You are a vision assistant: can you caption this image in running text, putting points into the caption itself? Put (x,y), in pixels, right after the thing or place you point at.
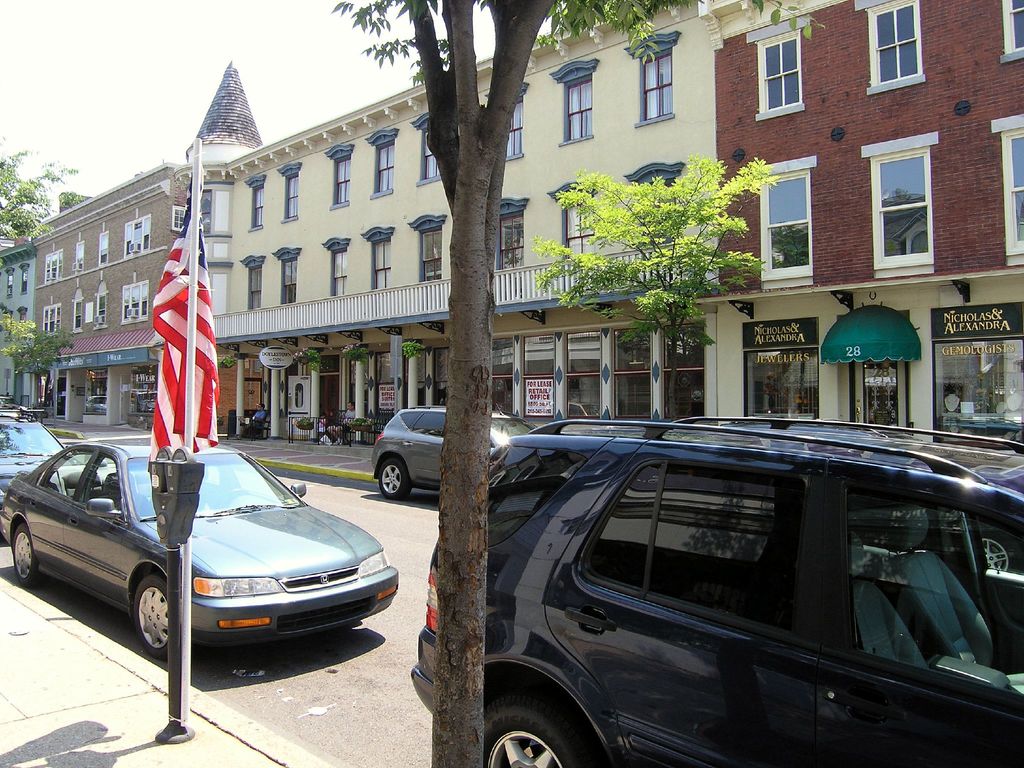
In this image in the front (451,345) there is a tree (455,449). In the center (520,497) there are cars (263,499) and there is a pole (188,543) and there is a flag (179,344). In the background (62,315) there are buildings (512,281), there are boards (120,358) with some text (947,349) written on it and there is a car (419,439).
